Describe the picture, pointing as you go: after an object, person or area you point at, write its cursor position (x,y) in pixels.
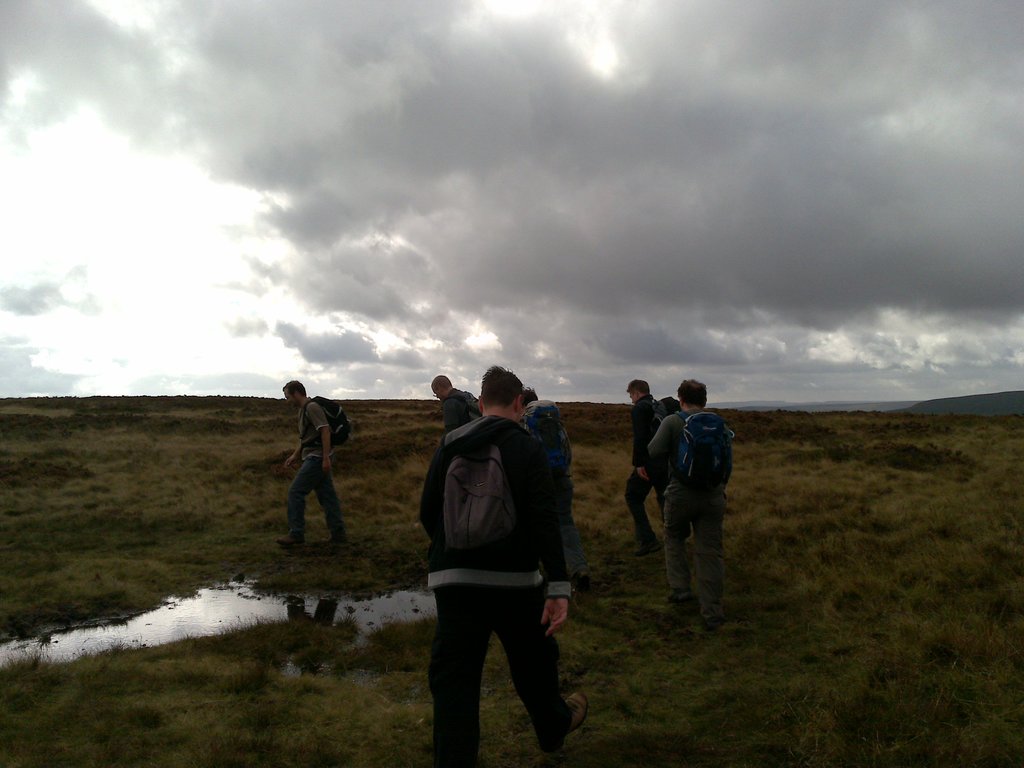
In this image, we can see people (315,410) wearing bags (450,547) and are walking on the ground (402,647) and there is water (352,605). At the top (432,194), there are clouds (486,170) in the sky (607,167).
